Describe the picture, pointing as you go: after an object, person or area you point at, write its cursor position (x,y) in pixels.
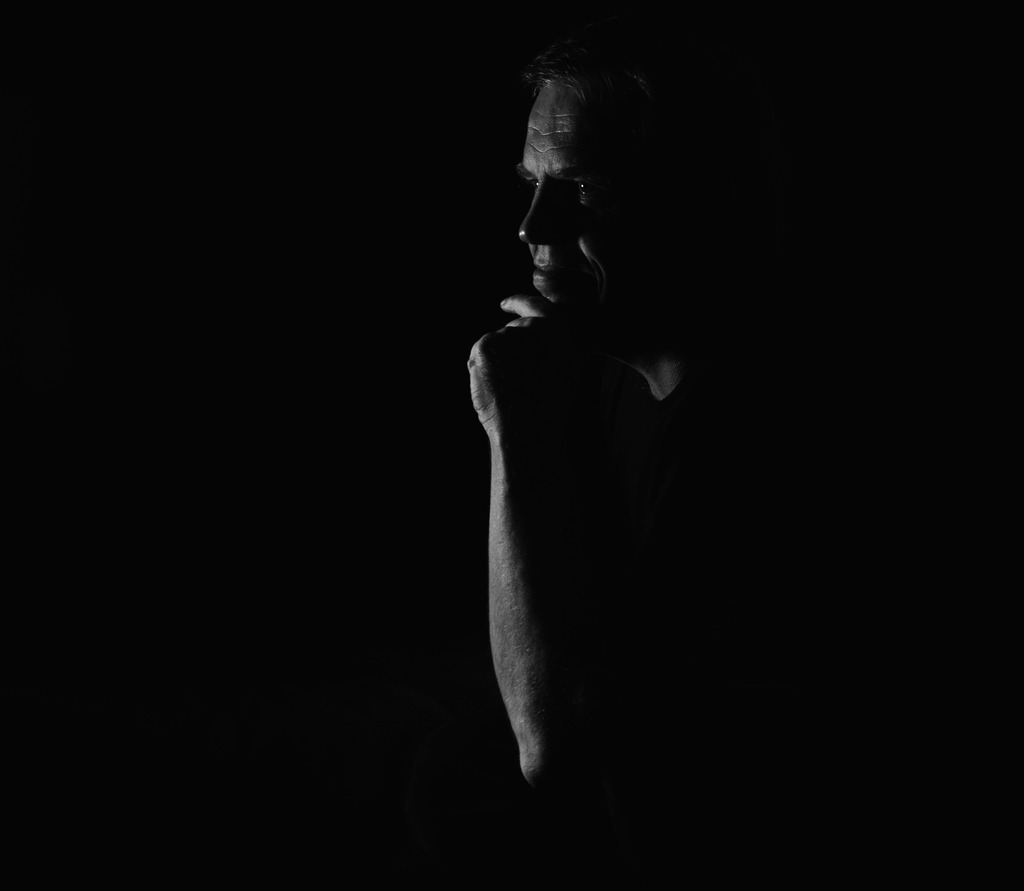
This image consists of a man (564,567) and the background (195,20) is too dark.
